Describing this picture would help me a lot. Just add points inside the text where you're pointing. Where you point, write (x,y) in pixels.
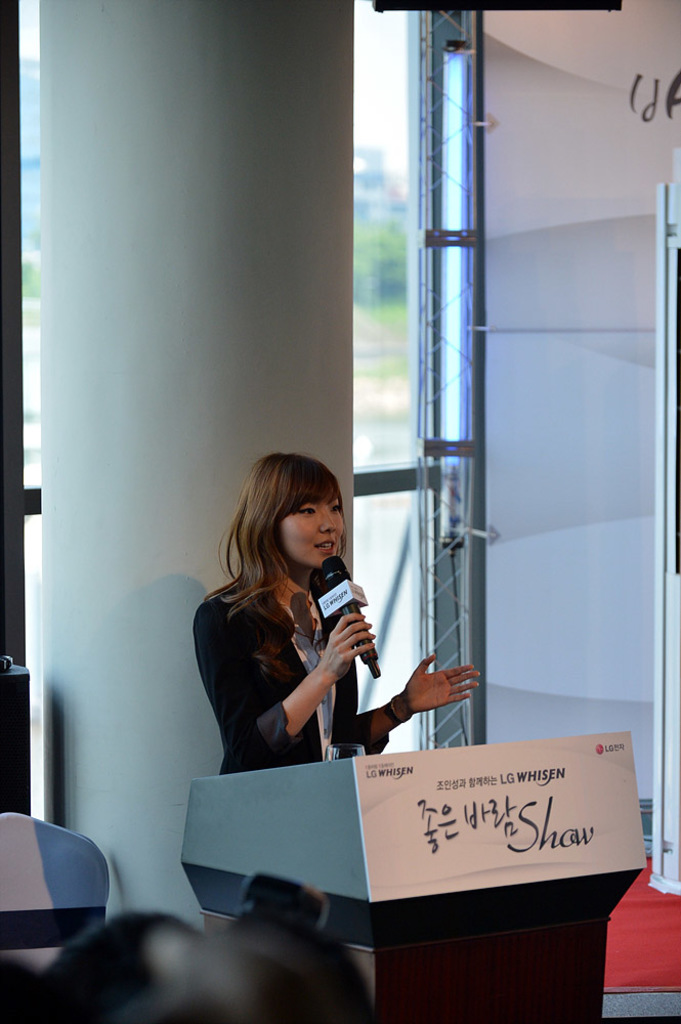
In this image there is a lady (276,621) standing and holding a mike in her hand (358,621), in front of her there is a table (417,884), beside her there is a chair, at the bottom of the image (217,974) we can see the heads (221,965) of few people (349,992). In the background (404,536) there is a pole (254,292) and a glass door (392,369) of a wall (536,658).
